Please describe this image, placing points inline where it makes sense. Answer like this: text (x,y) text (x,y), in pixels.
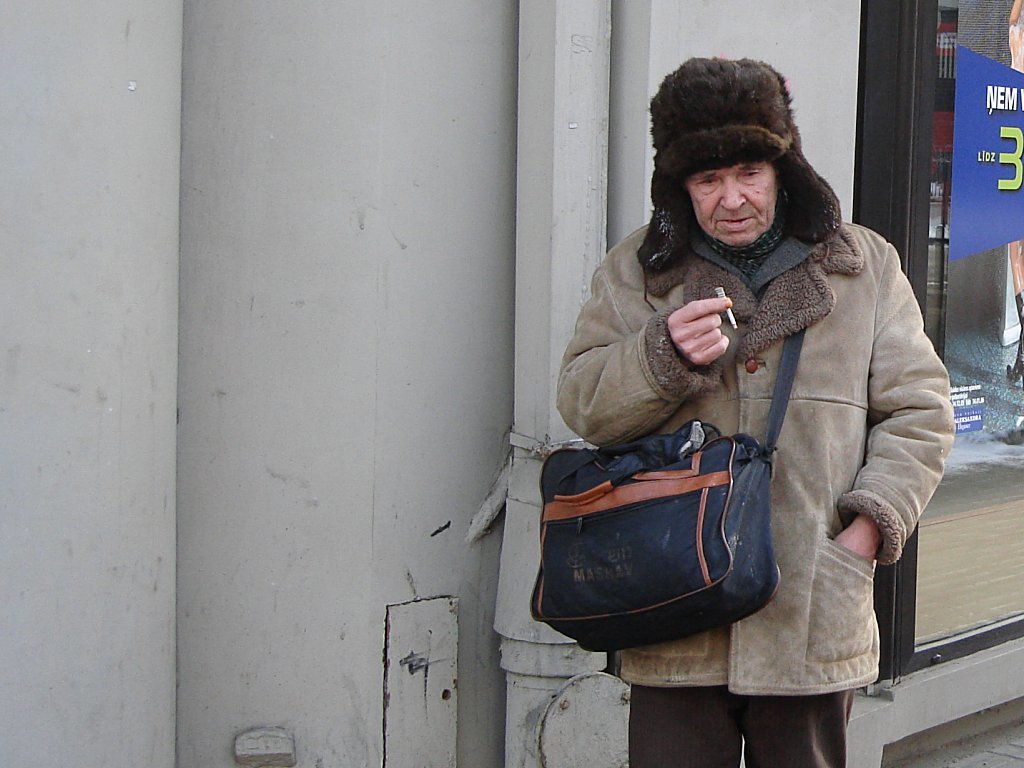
This picture shows a man (622,242) standing and he wore a bag (672,441) and holding a cigarette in his hand (698,305).
